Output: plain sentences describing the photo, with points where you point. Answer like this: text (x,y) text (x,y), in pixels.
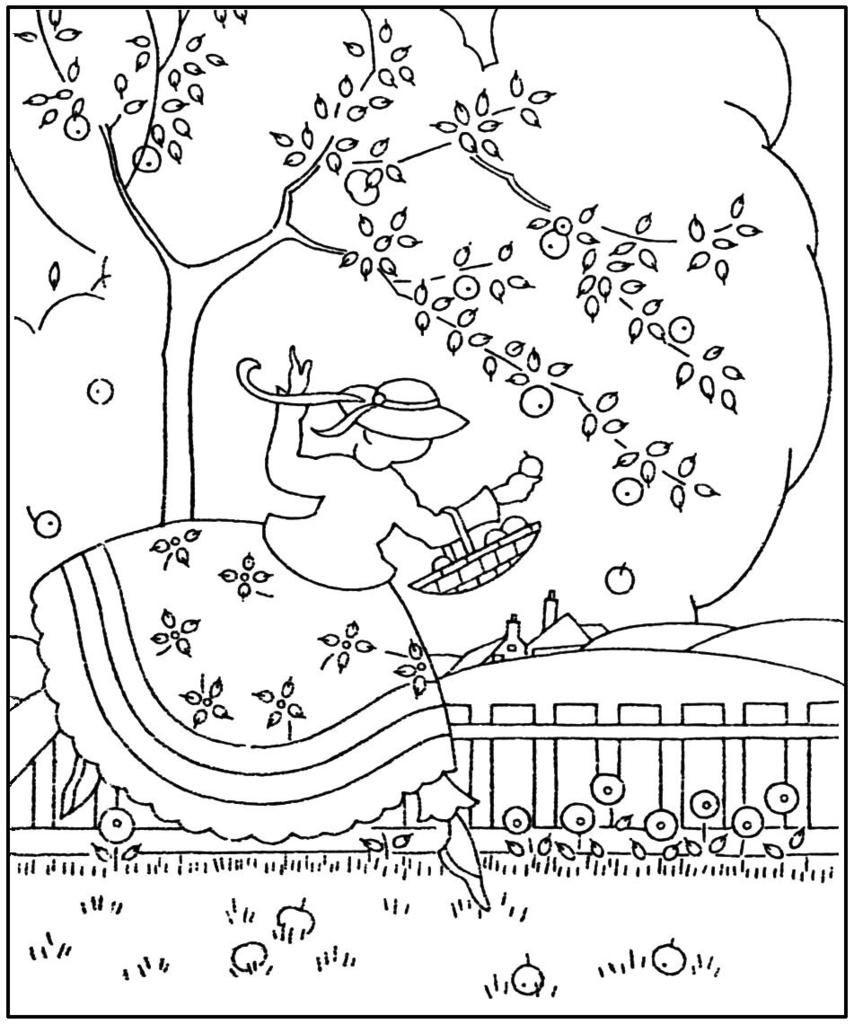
In this picture I can see the cartoon image. In that there is a woman (350,600) who is holding a fruit basket (497,545) and standing near to the wooden fencing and trees (720,244). At the bottom (407,927) it might be the grass (318,958).
